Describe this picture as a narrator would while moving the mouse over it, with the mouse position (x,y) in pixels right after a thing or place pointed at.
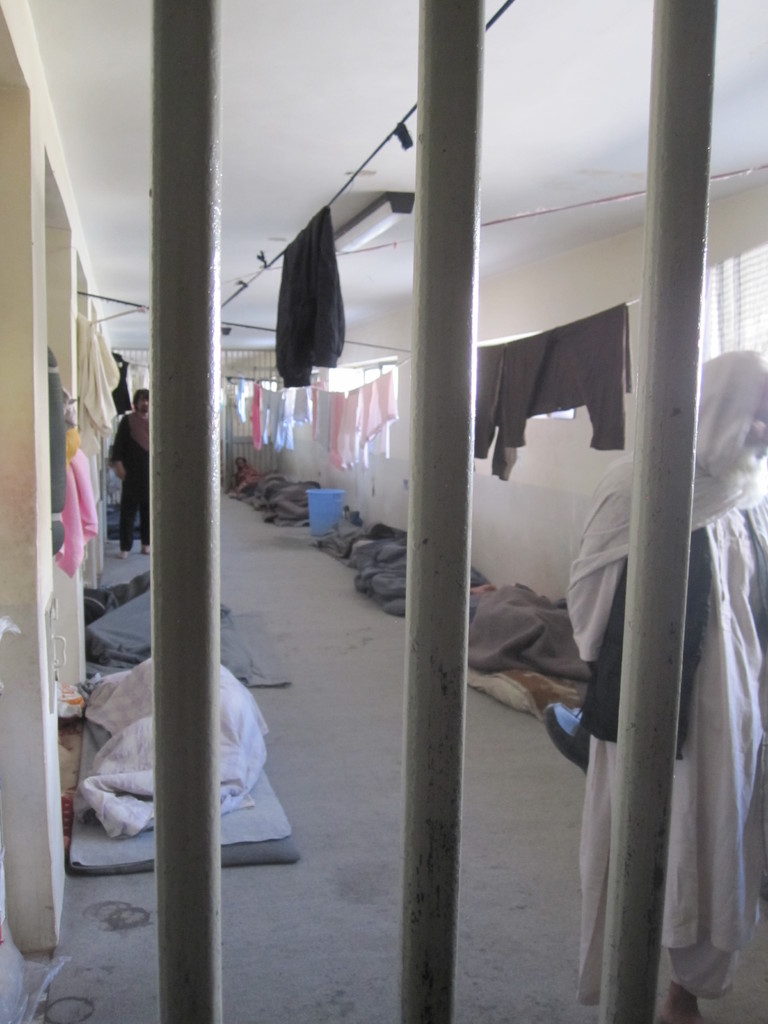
In the front of the image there are rods (172,514). Behind the rods (425,660) on the floor (368,680) there are few people (136,444). On the right side of the image (751,433) there is a man (692,677) standing. In the background (400,141) there are ropes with clothes (330,413) are hanging. And there is a wall (559,288) with windows (347,372).
